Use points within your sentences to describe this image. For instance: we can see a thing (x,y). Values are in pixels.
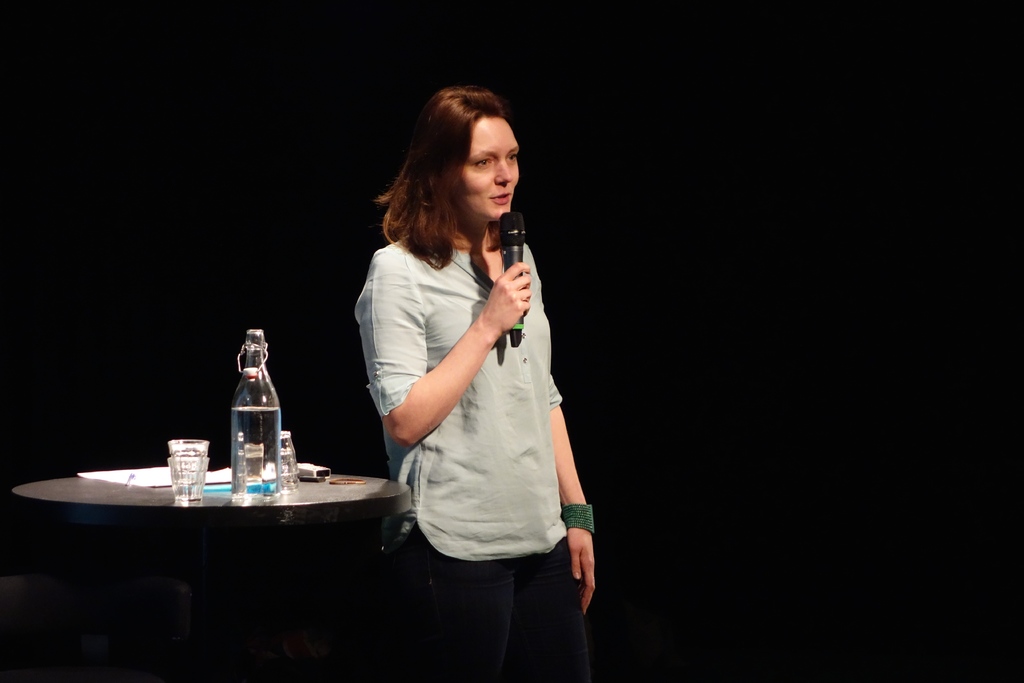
In this image there is a woman (480,502) standing. She is holding a mike (517,307) in her hand (497,299). Left side (267,464) there is a table (288,502) having a bottle (241,462), glasses (288,471), remote (317,477), papers (165,469). Background (808,333) is in black color.
